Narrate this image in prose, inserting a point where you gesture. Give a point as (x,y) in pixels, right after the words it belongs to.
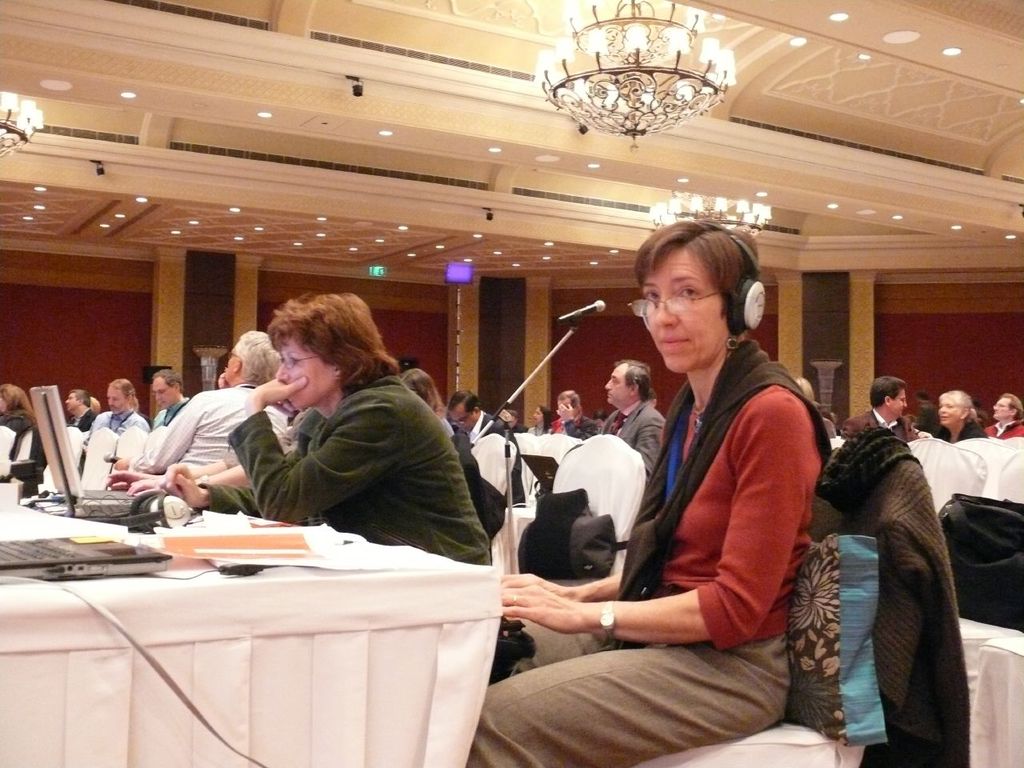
There is a group of people (422,543). They are sitting on a chairs (559,475). There is a table (217,587). There is a laptop (100,559), headphones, wire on a table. On the right side of the woman (715,443) is wearing a scarf (712,427), headphones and spectacle (683,303). We can see in the background (568,357) wall (577,353), pillar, roof (368,130) and lights (572,35).
